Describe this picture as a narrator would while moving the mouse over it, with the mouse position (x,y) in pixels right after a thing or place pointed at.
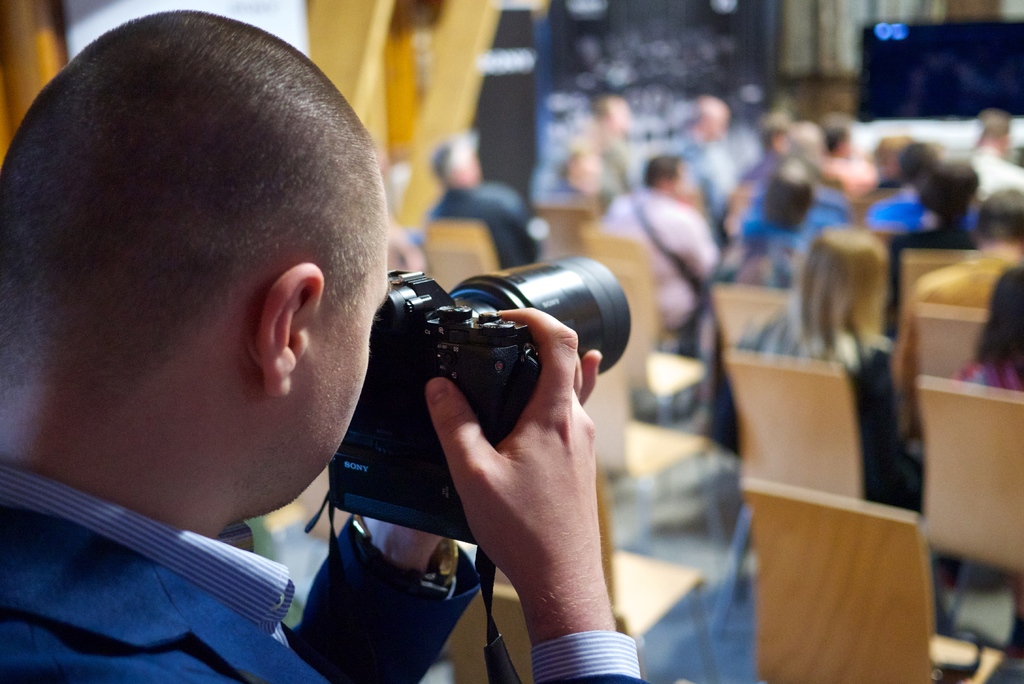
There is a person (34,680) on the left side (106,632) and he is clicking an image with this camera (369,427). Here we can see a few people (751,282) who are sitting on a chair (462,230).
